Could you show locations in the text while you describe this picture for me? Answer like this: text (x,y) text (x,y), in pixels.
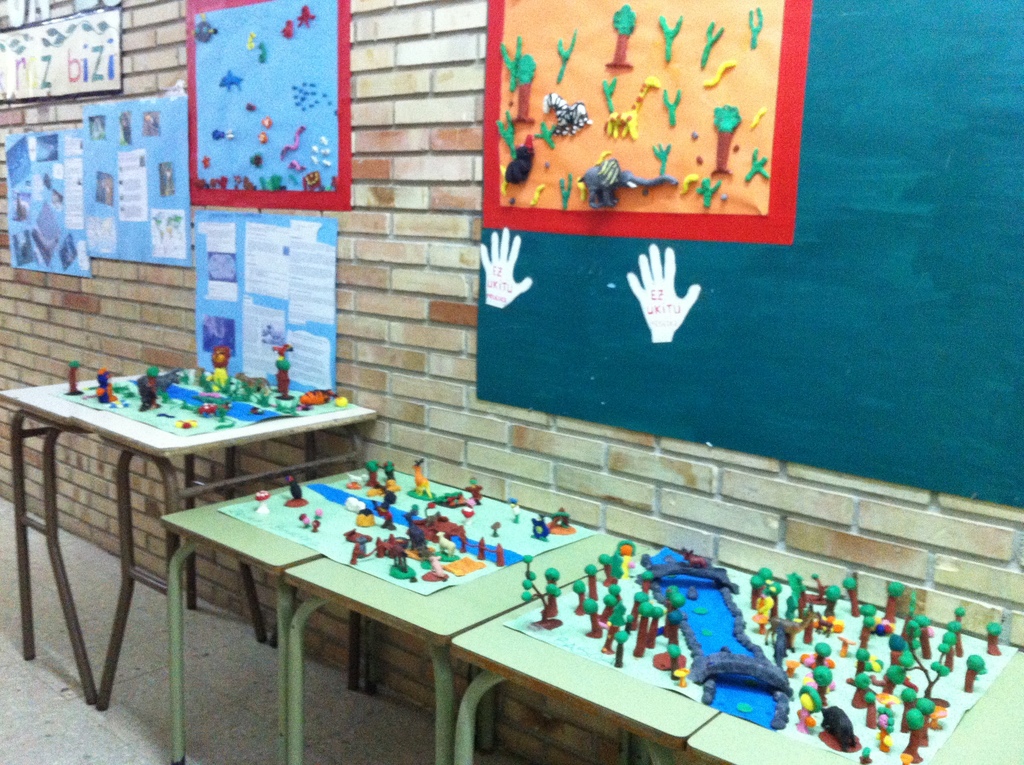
here we see a room (51,153) with posters (343,52) on the wall (427,398) and we see few tables (176,555) and some toys (284,379) on them.
